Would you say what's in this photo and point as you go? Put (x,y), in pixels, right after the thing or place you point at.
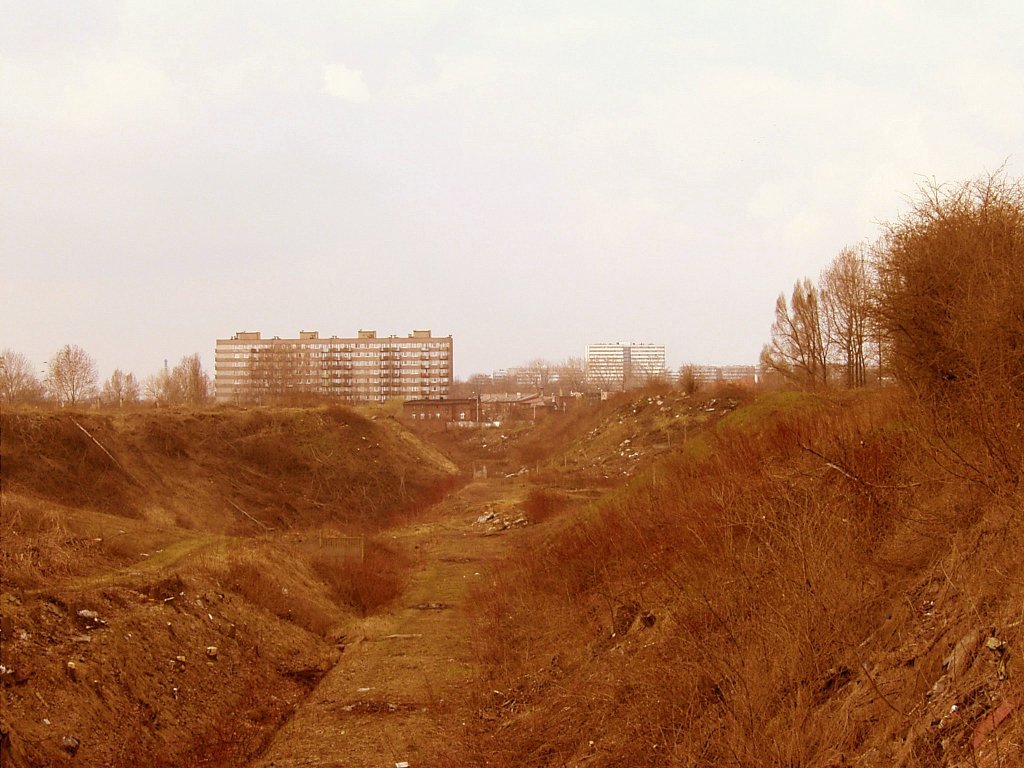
In the background (363,151) we can see the sky (609,169), buildings (373,352) and trees (112,382). On the right side of the picture (744,436) we can see dried plants (889,346). In this picture we can see the sand (438,582).
